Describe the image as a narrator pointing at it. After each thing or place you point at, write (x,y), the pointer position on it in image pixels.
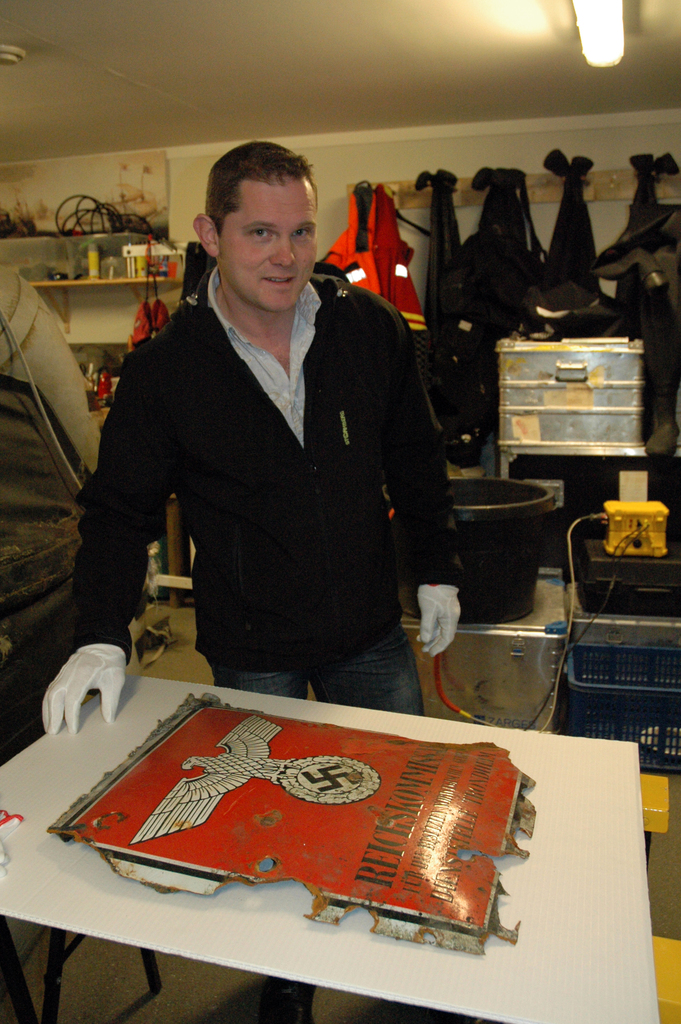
A person (227,497) is standing at here is wearing a sweater (282,510) behind there are clothes (502,271) at the top (602,57) there is a light (589,56).
